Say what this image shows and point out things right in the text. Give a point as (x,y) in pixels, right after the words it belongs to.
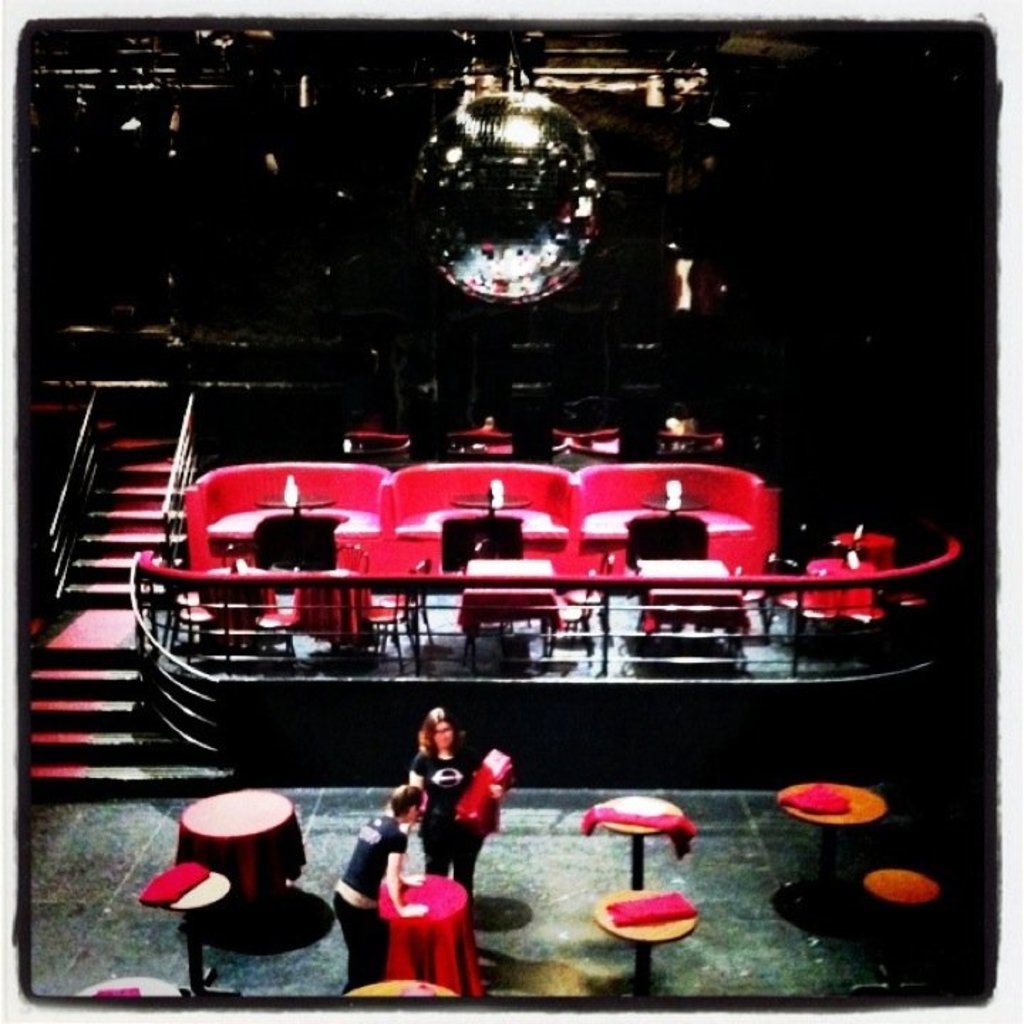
In this image I can see number of tables (206,878), stairs (102,591), railings (357,663) and here I can see few people (409,798) are standing. I can also see this image is little bit in dark.
